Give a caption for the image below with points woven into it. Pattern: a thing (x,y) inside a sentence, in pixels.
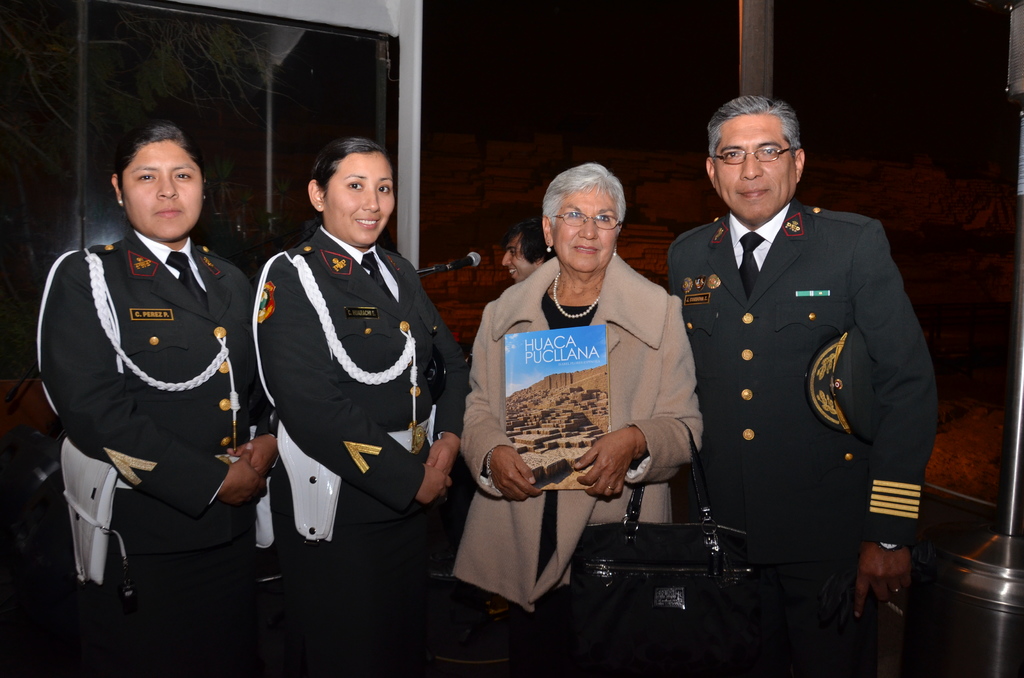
In this image on the foreground (664,390) four people (687,406) are standing. In the middle (604,252) an old lady (601,274) is holding a book (548,456). The other three persons (71,280) are wearing uniform (225,322). In the background (505,267) there is a man (513,257) is smiling. in front of him there is a mic (445,265). There are walls (664,207) in the background (908,201).
